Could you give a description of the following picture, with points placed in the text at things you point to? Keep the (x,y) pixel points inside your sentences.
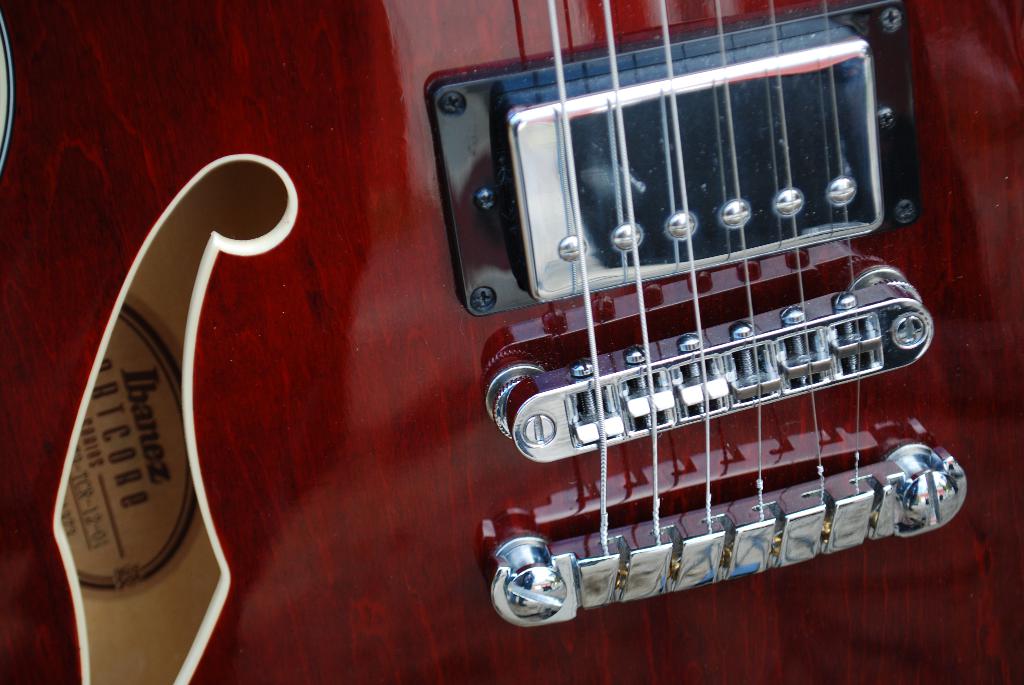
In this image there are strings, metal objects (529,405) and wooden object (430,321). Something is written on the wooden object (136,454).
